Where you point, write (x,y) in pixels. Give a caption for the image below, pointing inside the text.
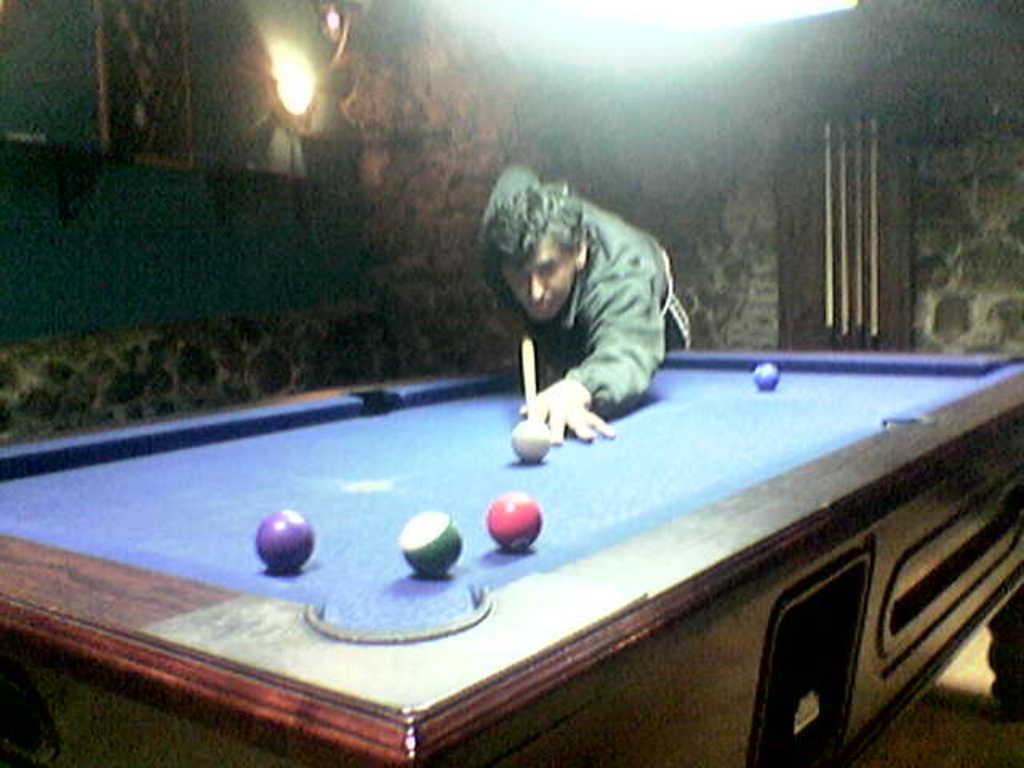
In this picture we can see a person (625,273) standing on a floor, he is holding a stick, in front of him we can see a table (20,445), balls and in the background (419,315) we can see a wall (485,294).
